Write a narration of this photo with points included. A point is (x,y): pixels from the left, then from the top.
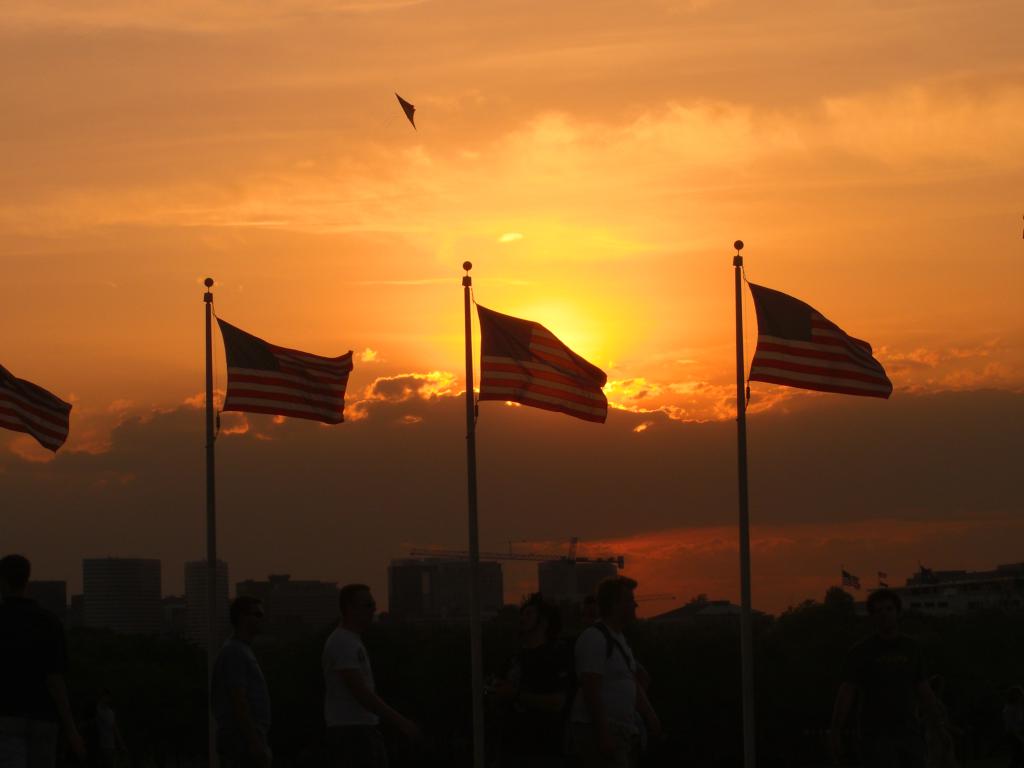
Here the image is dark but we can see some people (327,727) standing on the ground (488,764) and there are flags (34,393) and poles (212,559) here. In the background (301,472) there are buildings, an object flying in the sky (339,463) and clouds (544,459).
